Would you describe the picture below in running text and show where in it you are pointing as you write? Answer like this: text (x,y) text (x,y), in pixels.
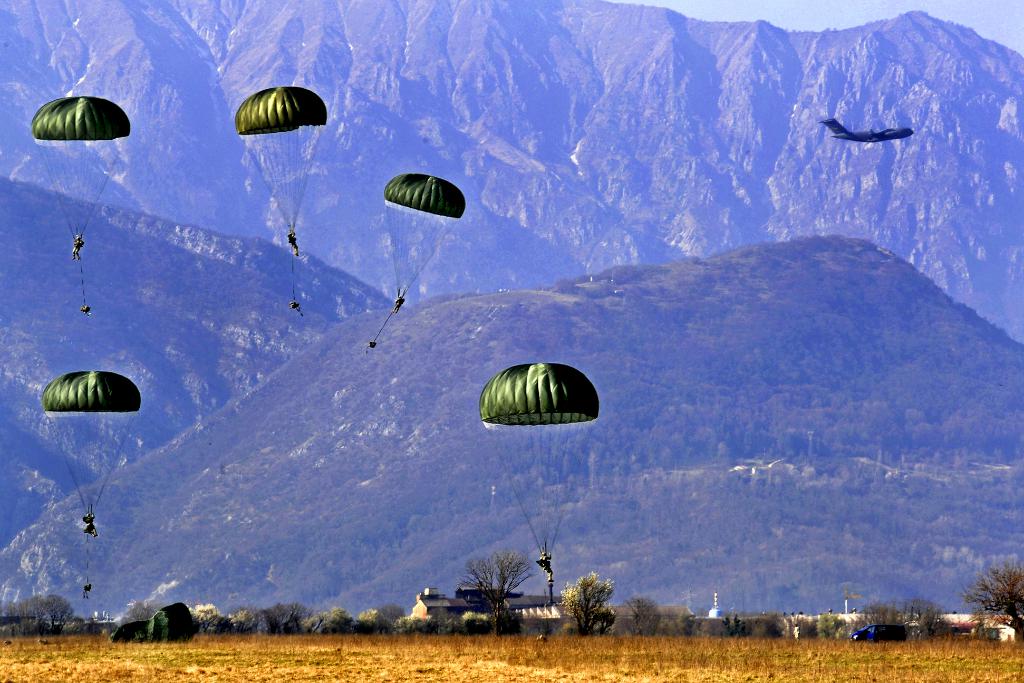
In this picture we can see the people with the paratroopers (437,201) and an airplane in the air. Under the people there is a vehicle (875,639), houses (467,593) and trees (756,615). Behind the people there are hills (678,174) and the sky (775,23).
